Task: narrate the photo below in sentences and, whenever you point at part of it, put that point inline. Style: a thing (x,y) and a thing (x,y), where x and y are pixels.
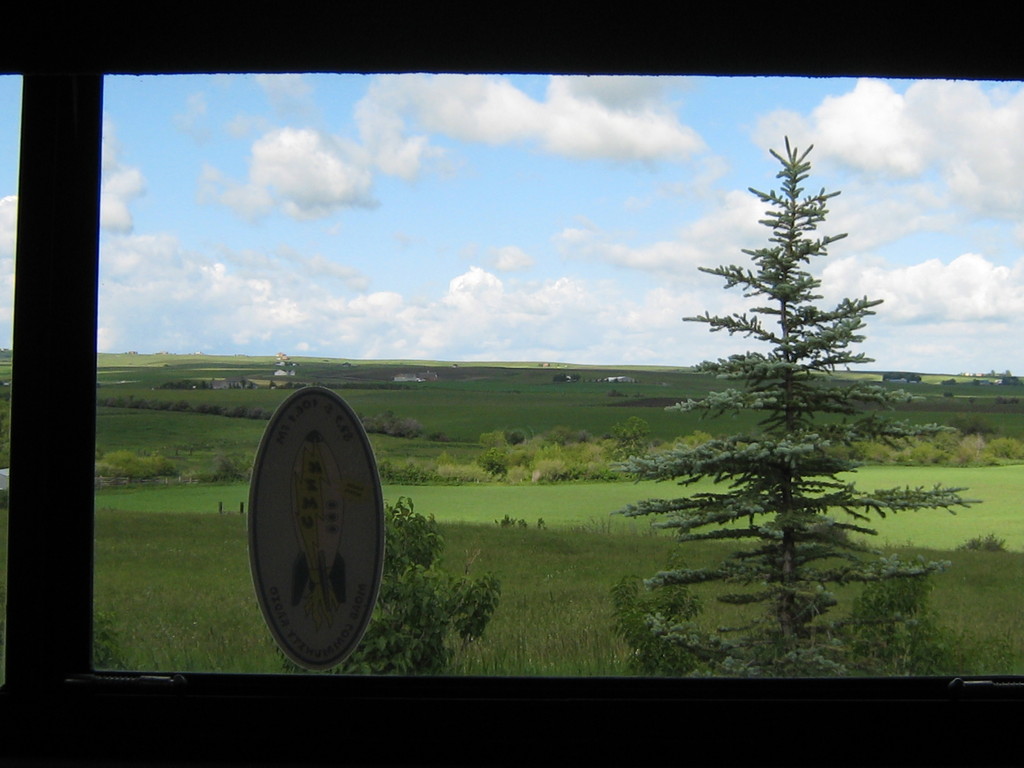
It is a zoom in picture of a window (564,398) and there is a logo (354,538) on the window (327,533) and behind the window (302,518) we can see trees (772,467) and also grass (582,583). Sky (527,271) is also visible with clouds (722,194).
